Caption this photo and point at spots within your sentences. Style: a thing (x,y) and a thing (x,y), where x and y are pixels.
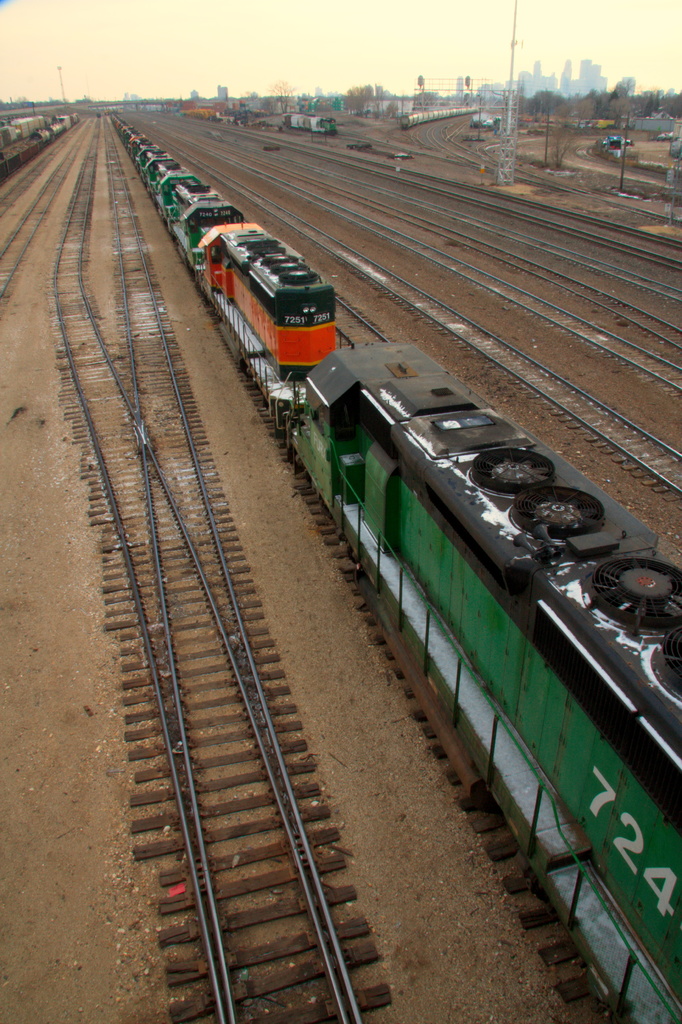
In the center of the image (424,680) there is a train (333,490). There are railway tracks (371,326). In the background of the image (18,49) there are buildings (539,79), poles (508,100), sky (351,53).
